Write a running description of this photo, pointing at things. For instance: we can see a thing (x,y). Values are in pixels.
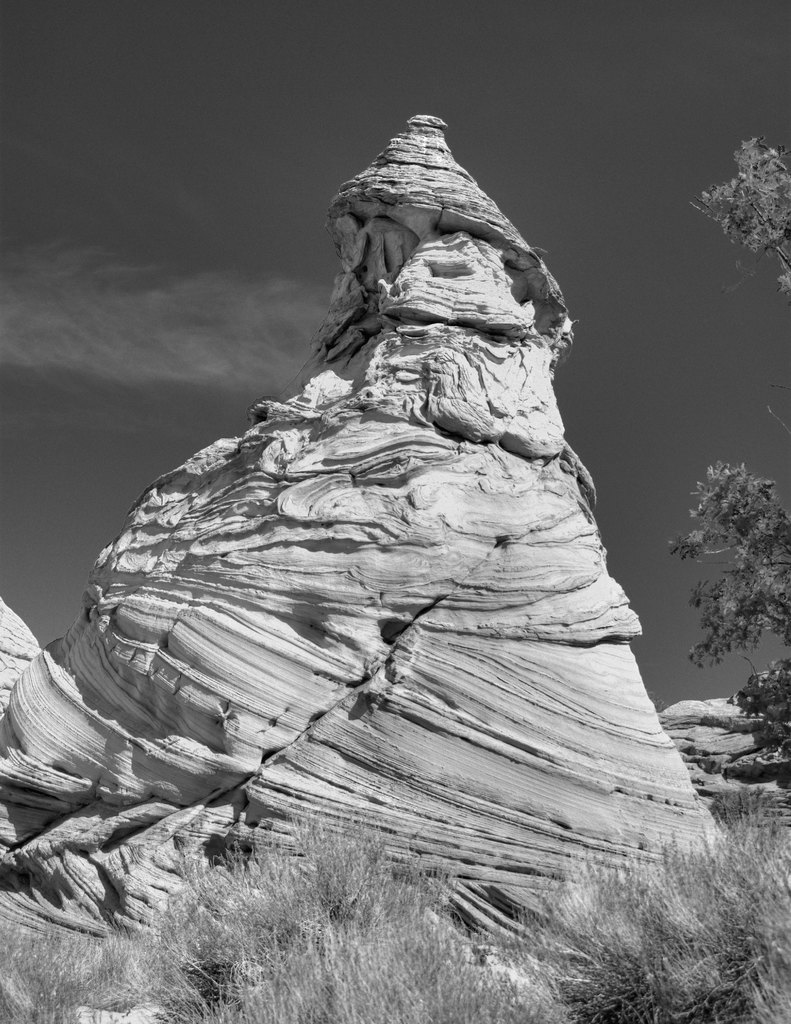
In this image I can see grass (250,978), plants (420,884), trees (754,648), mountains (373,561) and the sky (8,457). This image is taken may be during day.
